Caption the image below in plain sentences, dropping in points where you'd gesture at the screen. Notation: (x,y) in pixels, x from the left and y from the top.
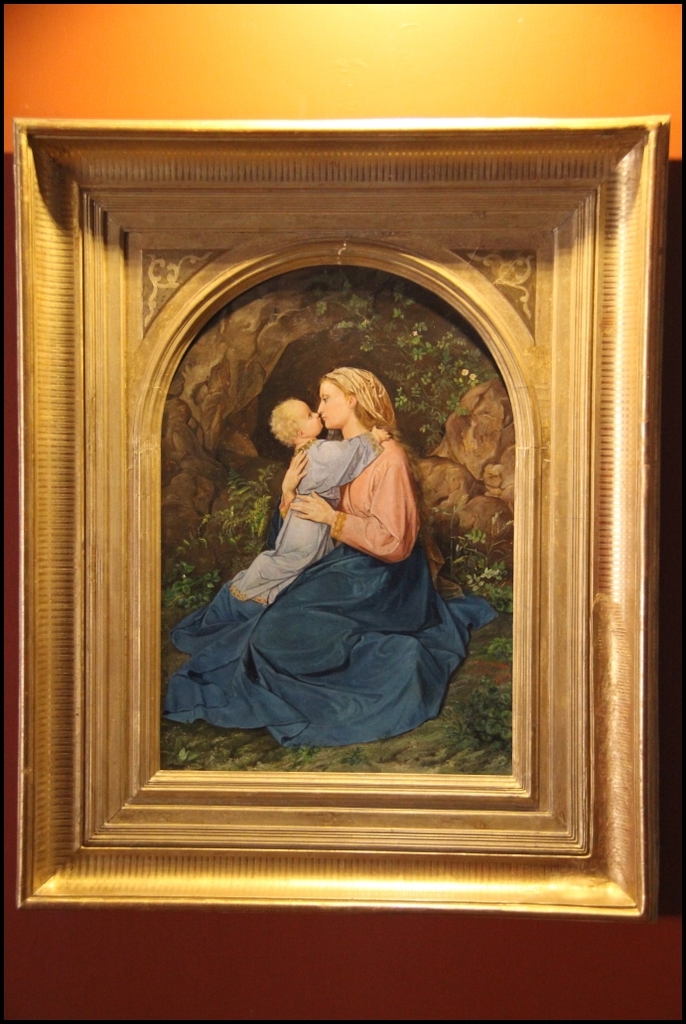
In the foreground of this image (547,782), there is a frame (576,470) on the wall (497,987) and in the frame (426,783), there is painting (369,571) of a woman (343,588) and a baby (287,556). In the background (386,314), there are rocks (239,374) and the greenery (268,506).
